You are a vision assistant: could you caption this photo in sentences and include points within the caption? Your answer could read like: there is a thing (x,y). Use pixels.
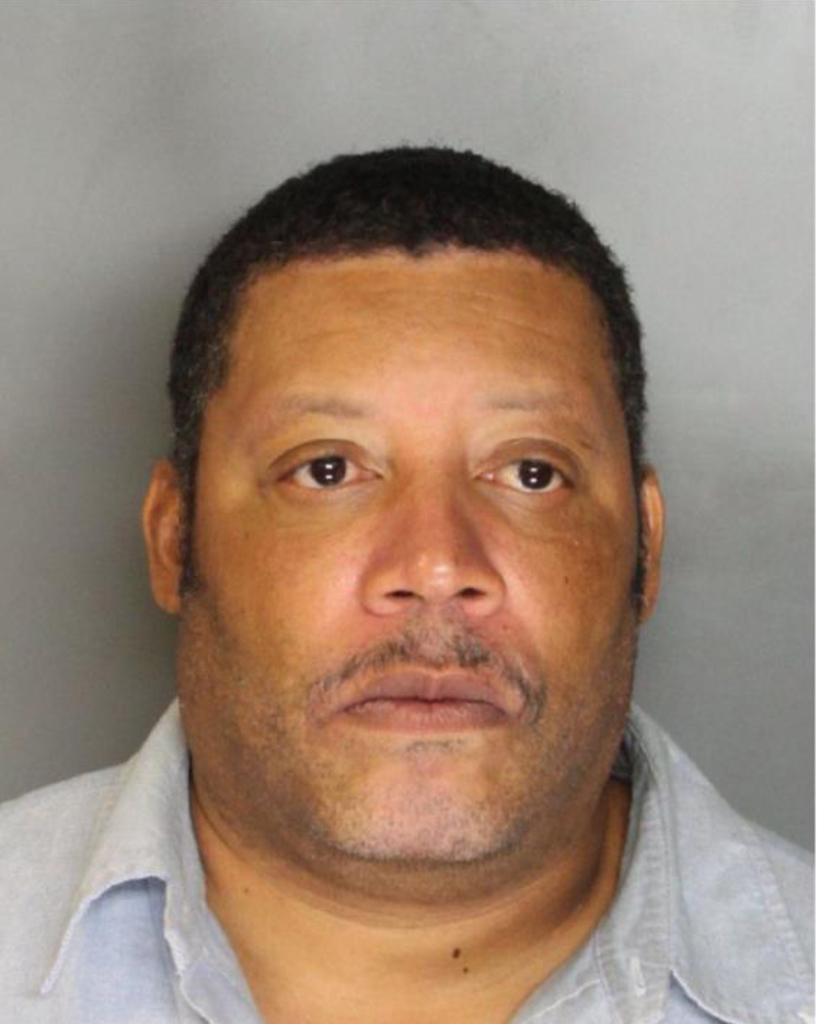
In this image in front (217,843) there is a person (413,700). Behind him there is a wall (133,127).
